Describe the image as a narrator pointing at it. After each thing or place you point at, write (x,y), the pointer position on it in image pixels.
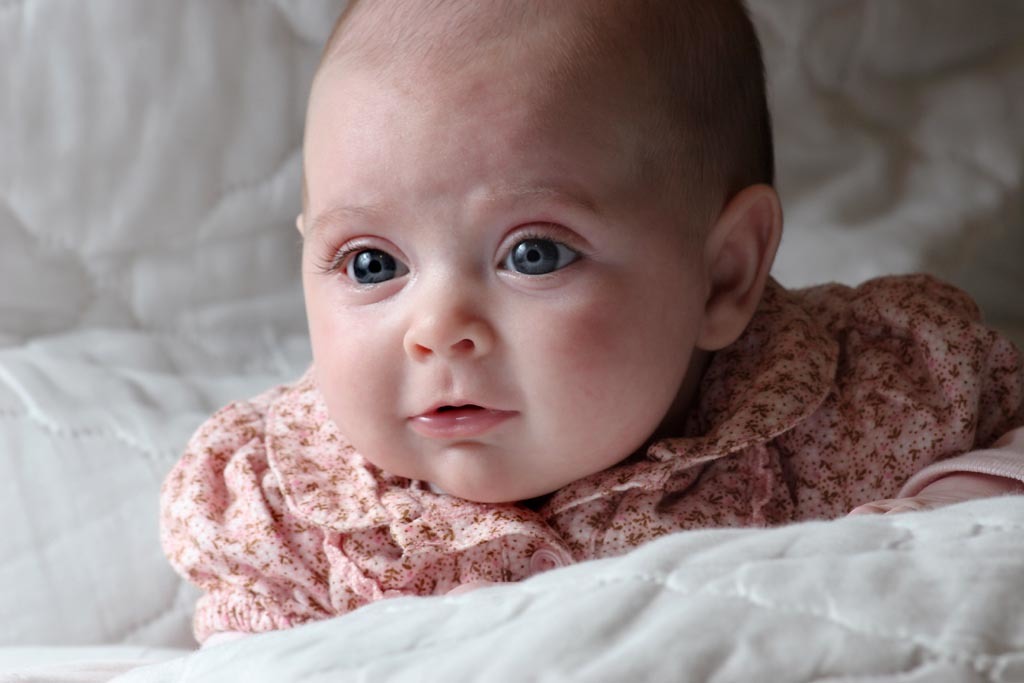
In the image it seems like a blanket (485,594) in the foreground (447,621) and behind the blanket (411,678) there is a baby (359,444).
